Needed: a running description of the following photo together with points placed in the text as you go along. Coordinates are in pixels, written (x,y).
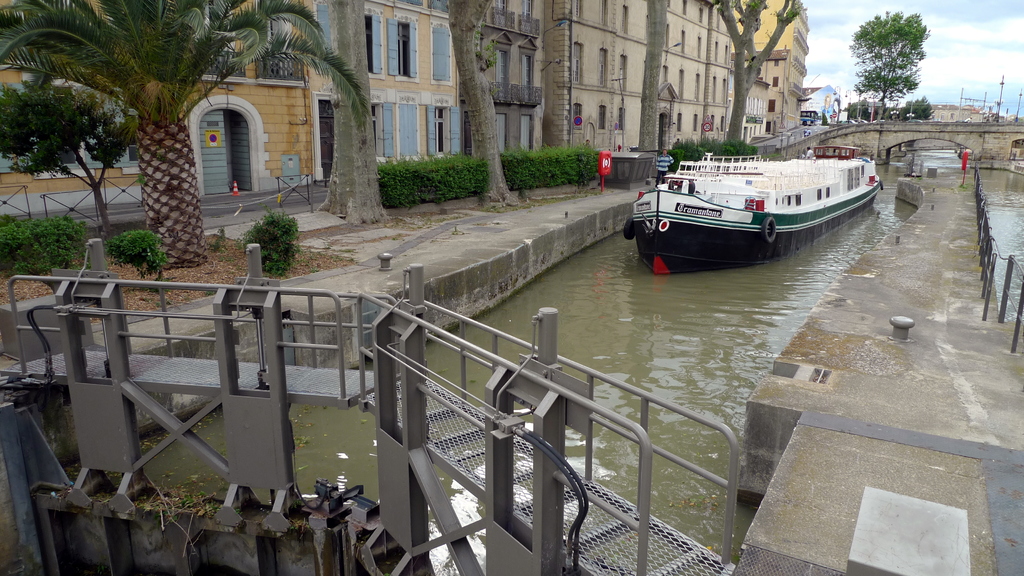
In this image in the center (616,328) there is a river (711,321), and in the river (651,278) there is one boat (756,195) and in the foreground (470,503) there is a bridge (512,458) and some iron poles (267,344). On the right side (878,450) and left side (301,282) there is a walkway (960,464), on the right side (982,242) there is a railing (1007,300) and on the left side (188,214) there are some buildings (803,65), trees (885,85), plants (255,229), sand (301,266) and some objects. In the background (820,103) also there are some buildings (796,88) and poles (985,93), at the top of the image (983,30) there is sky (848,52).
